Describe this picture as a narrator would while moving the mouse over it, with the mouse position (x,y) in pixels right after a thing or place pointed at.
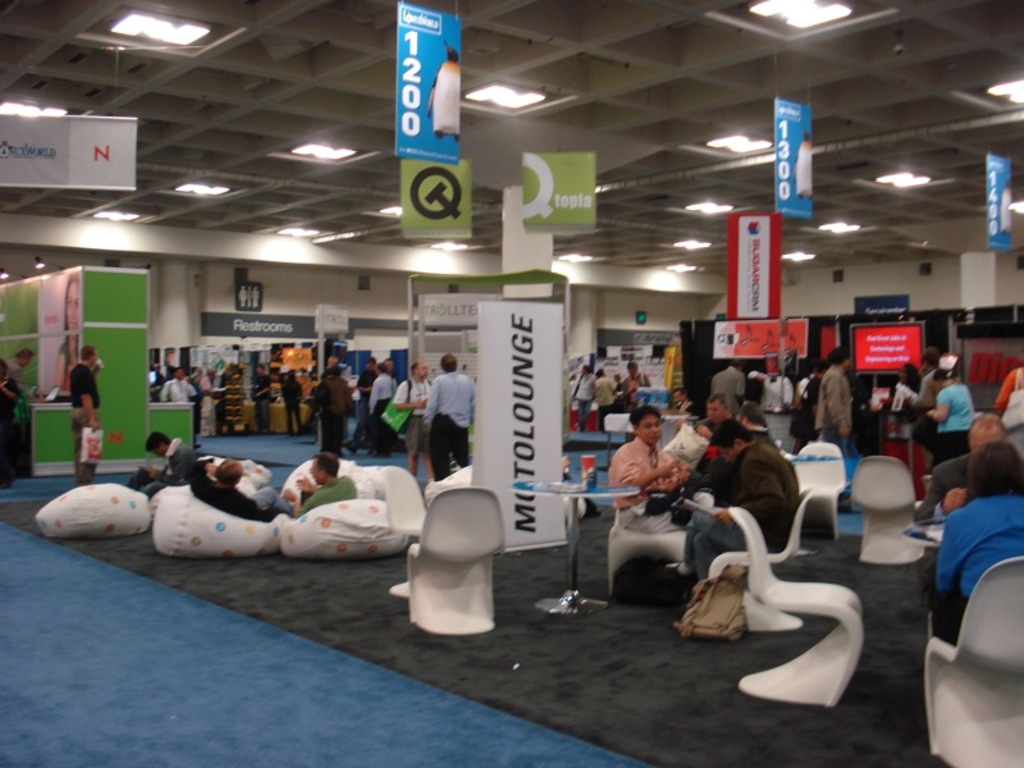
In this image I can see the group of people (95,382). Among them some people (677,467) are sitting in front of the table (575,505) and some are standing at the shops (326,363). And there are many boards (456,215), lights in this picture.
